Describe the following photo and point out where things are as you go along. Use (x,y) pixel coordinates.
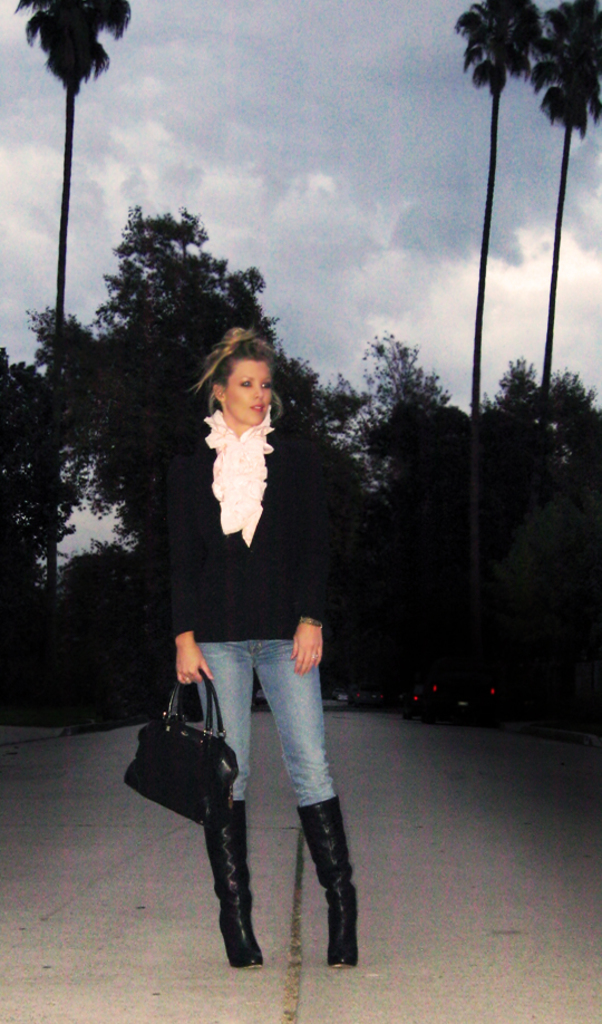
A woman (245,715) is standing with the handbag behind her there are trees (185,291) and a sky (199,155).
